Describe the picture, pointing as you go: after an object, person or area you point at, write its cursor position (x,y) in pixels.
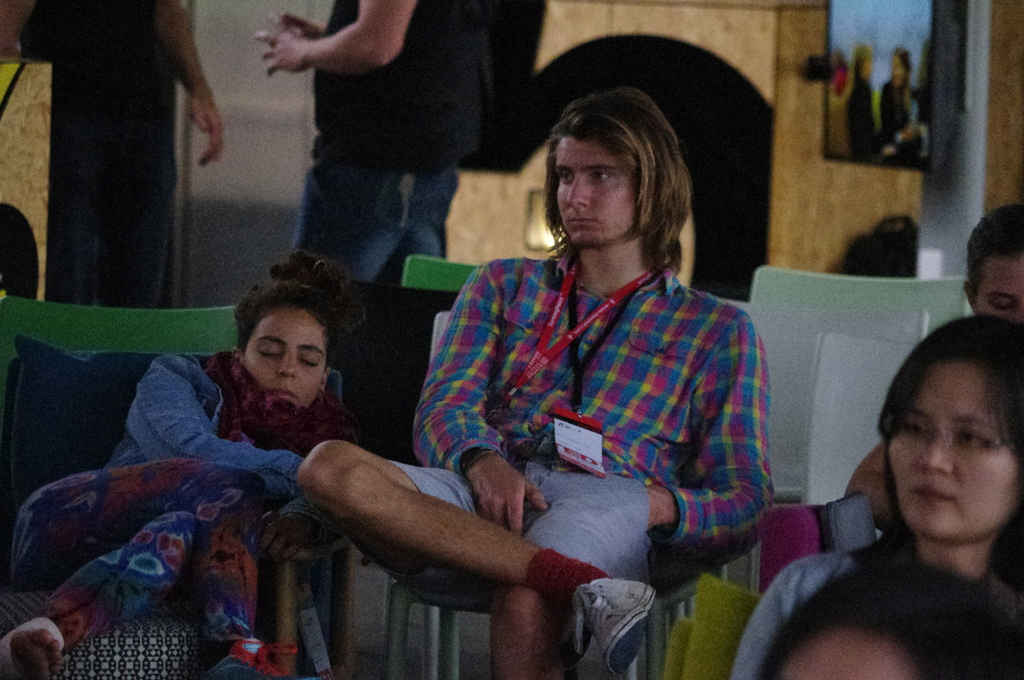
In this image I can see a person (594,378) wearing blue, yellow and pink shirt (631,361) and grey colored short (594,490) is sitting on a chair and a woman (164,436) wearing blue dress (174,413) is sitting on a couch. To the right bottom of the image (1010,585) I can see few other persons (984,305) sitting on chairs (834,491). In the background (413,206) I can see few persons (384,203) standing, a wall (843,202), a photo frame (916,18) attached to the wall (812,165) and a white colored pole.
